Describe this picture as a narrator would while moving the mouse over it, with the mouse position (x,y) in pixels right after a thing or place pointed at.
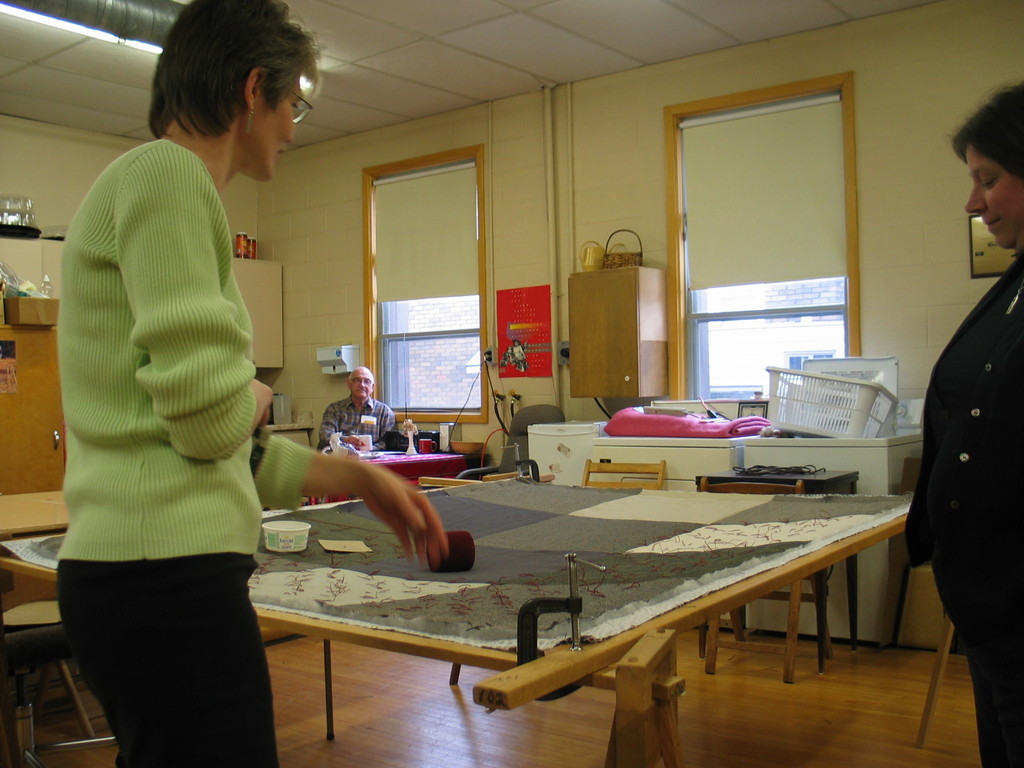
This picture is consists of a room (657,511) where there are two ladies (123,227) they are standing at the right (1013,553) and left side of the image (202,489) and there are windows (412,328) at the center of the image (407,326) and there is a person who is sitting on the chair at the left side of the image (325,425).
